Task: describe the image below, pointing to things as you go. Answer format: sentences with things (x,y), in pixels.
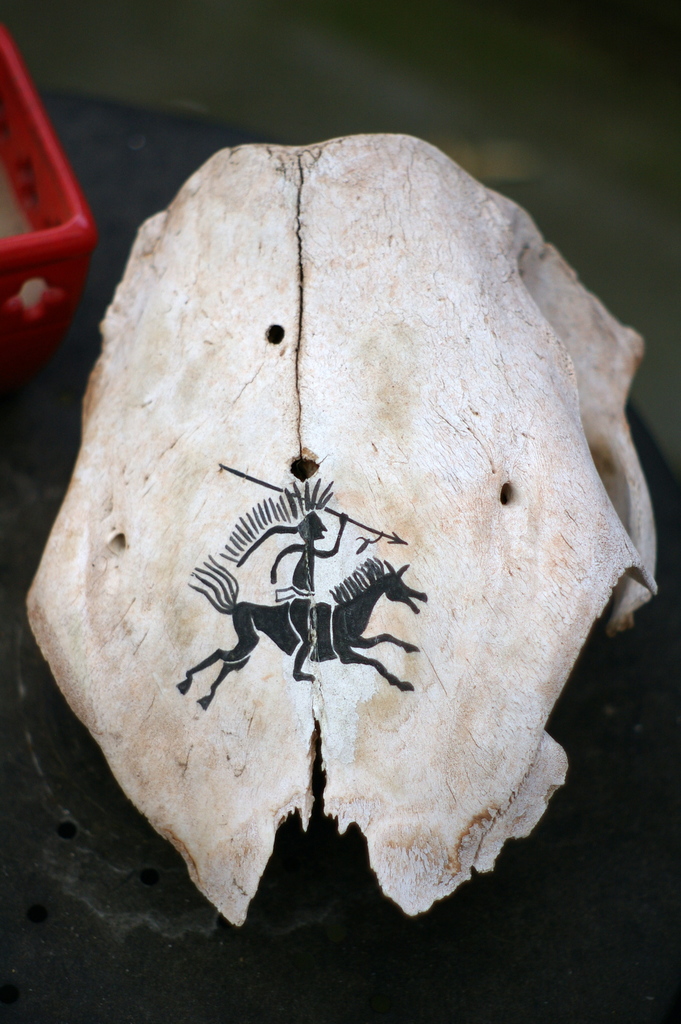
In this picture we can see the animal skull (288,620) on the black object (660,641). On the animal skull (152,366) there is the painting (277,626). On the left side of the skull (118,291) it looks a red tray (30,266).
